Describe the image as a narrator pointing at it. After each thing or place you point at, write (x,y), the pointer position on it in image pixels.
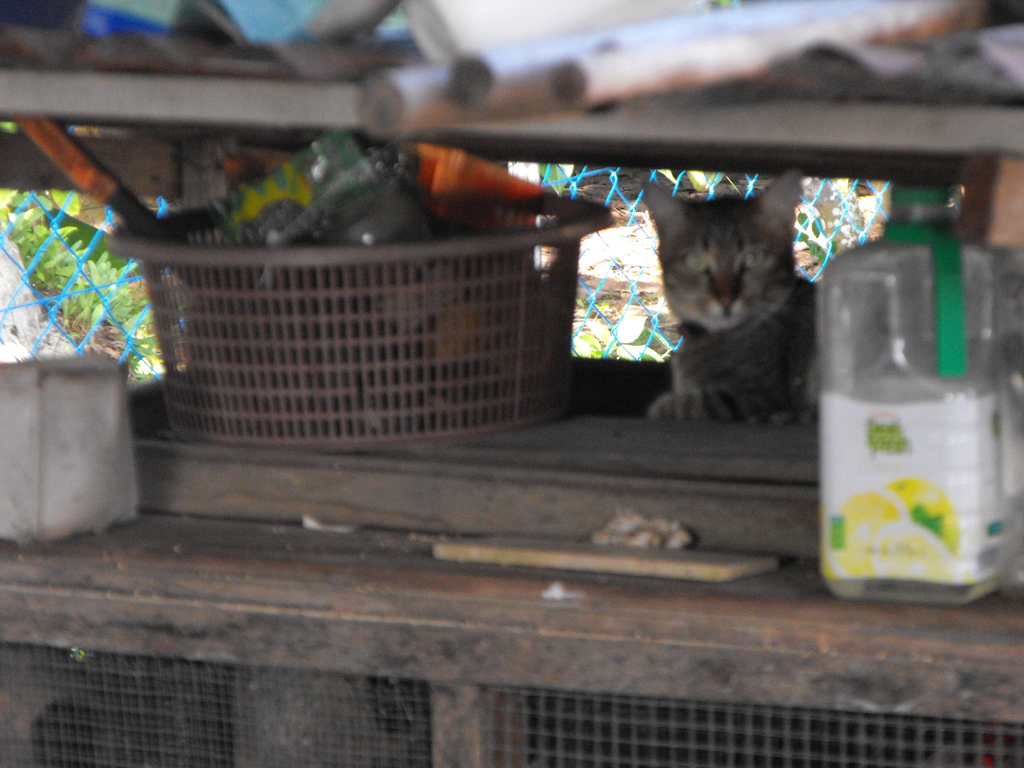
This is a blurred picture where we can see a cat (780,348) in between of a plastic bottle (906,282) and a plastic basket (473,250) which has some things (73,159) in it.
